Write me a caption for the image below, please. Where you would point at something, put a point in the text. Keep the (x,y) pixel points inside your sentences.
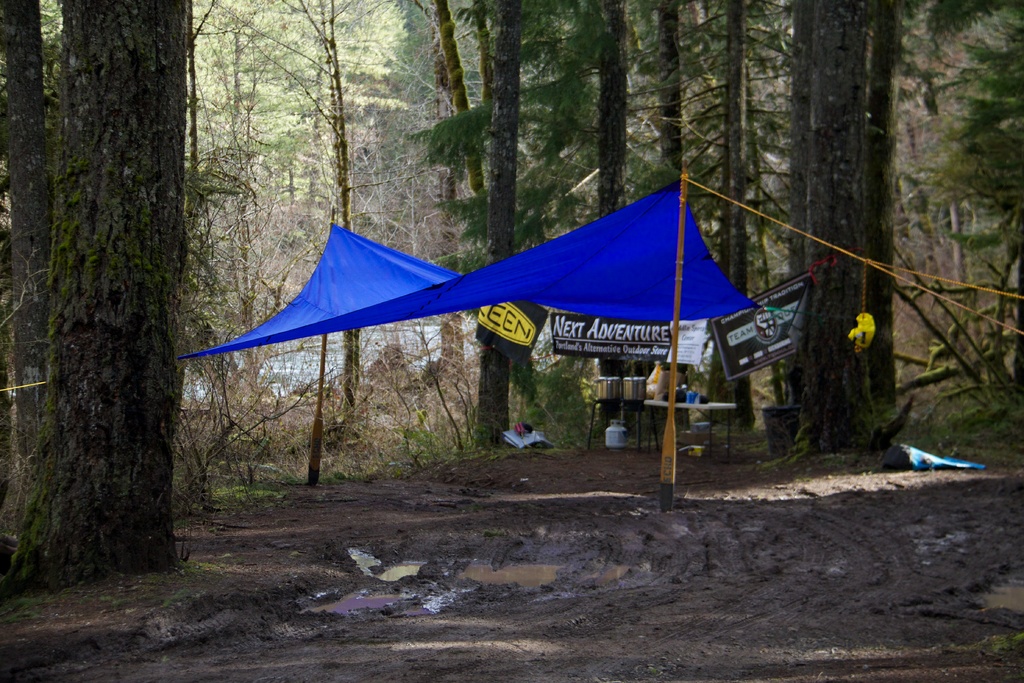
In this image in the center (640,247) there is one cloth (648,268) and some boards (681,337), pole (685,191), rope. At the bottom (479,593) there is mud (416,547), and in the background (405,446) there are some trees (756,263) and a pond (339,360).
